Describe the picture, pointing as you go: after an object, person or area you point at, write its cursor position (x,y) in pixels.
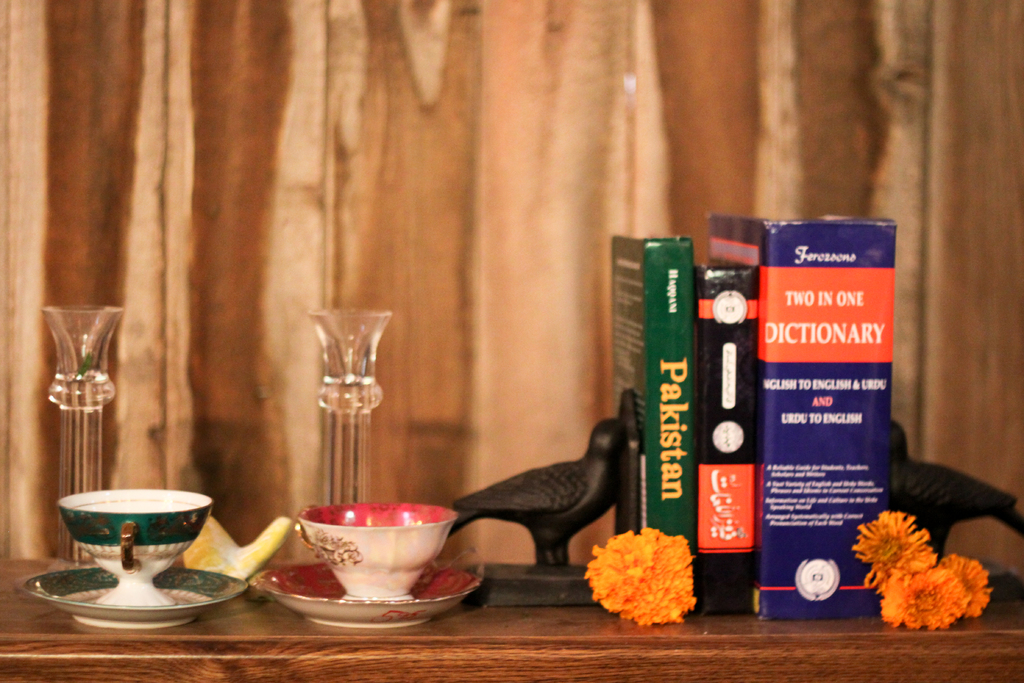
This image is taken indoors. At the bottom of the image (205,656) there is a table (434,645) with a few books (782,441), flowers (665,572), a book stand (631,452), cups (359,594), saucers (285,597) and glasses (61,405) on it. In the background (204,157) there is a wooden wall (854,177).
